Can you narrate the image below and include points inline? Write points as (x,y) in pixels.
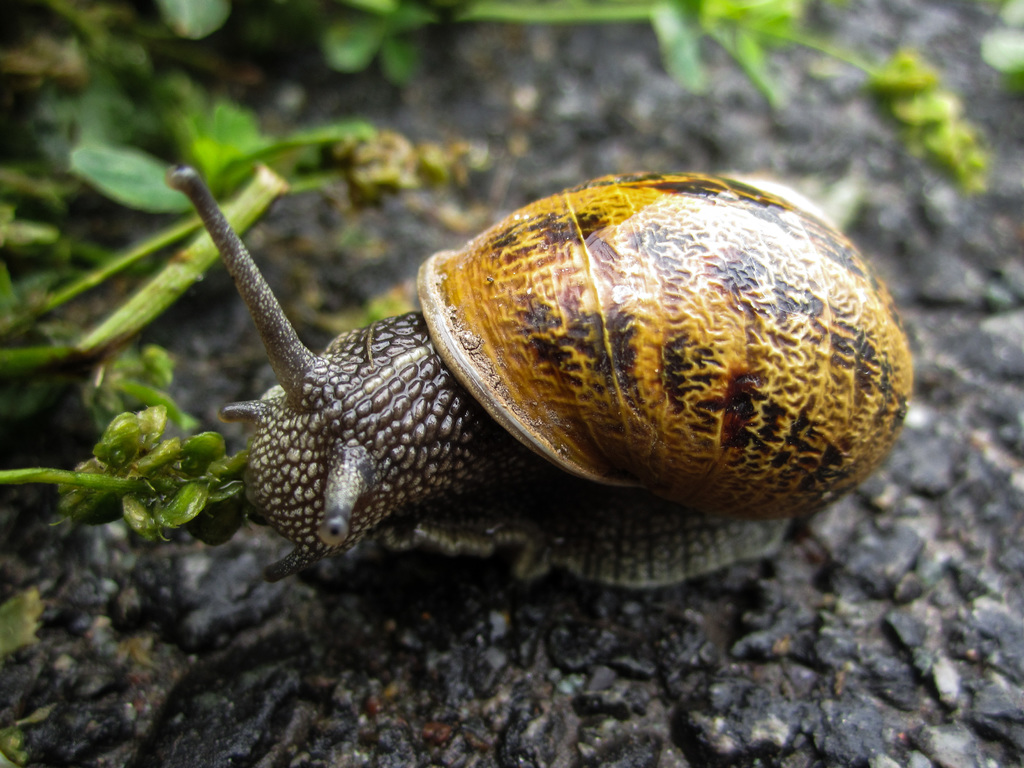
In the middle of the image (558,307) we can see a snail (605,417), and also we can see few plants (126,191).
